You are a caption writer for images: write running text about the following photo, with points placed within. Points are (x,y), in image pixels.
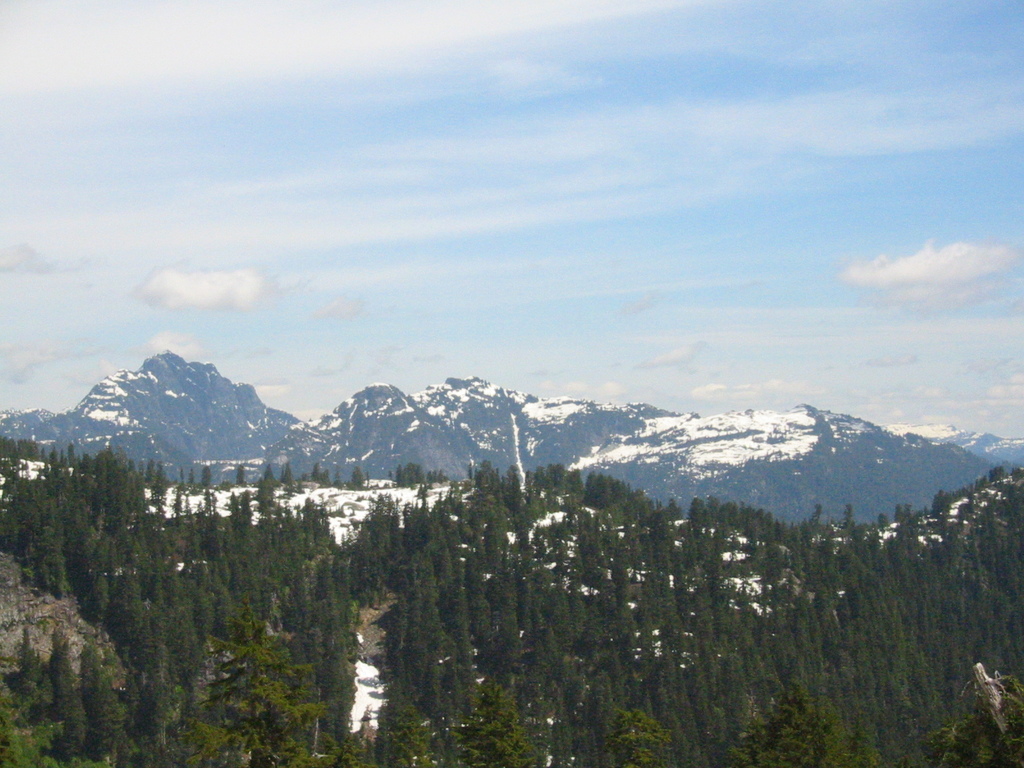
This image consists of trees (455,662), snow (347,531), mountains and the sky (529,290). This image is taken may be near the mountains (1019,457).
